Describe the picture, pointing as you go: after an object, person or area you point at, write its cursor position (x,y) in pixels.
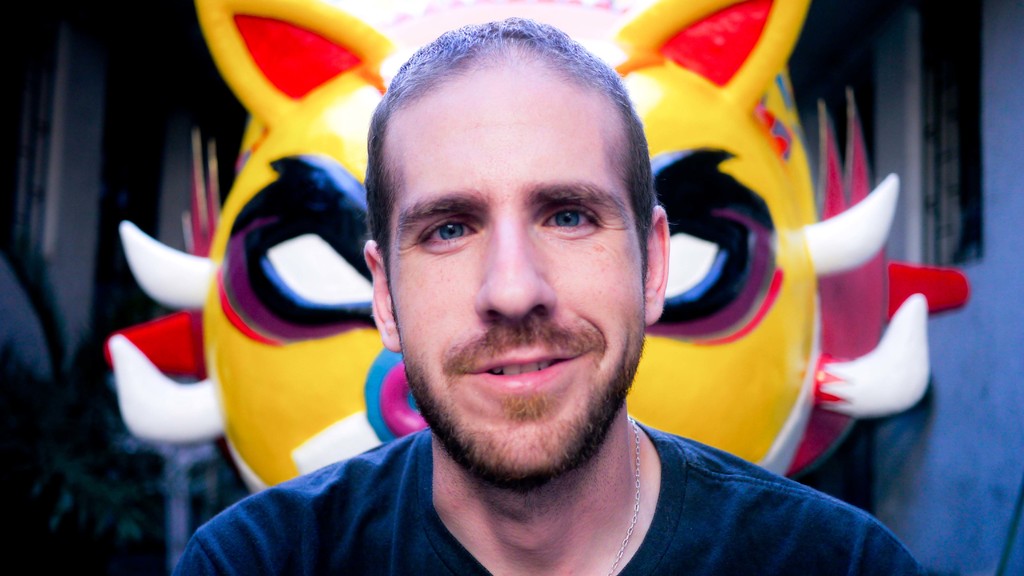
In this picture I can see a man (532,401) in front who is wearing a t-shirt (315,563) and I see a chain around his neck (542,539). In the background (145,336) I can see a colorful mask (837,352) and I see that it is a bit dark.
